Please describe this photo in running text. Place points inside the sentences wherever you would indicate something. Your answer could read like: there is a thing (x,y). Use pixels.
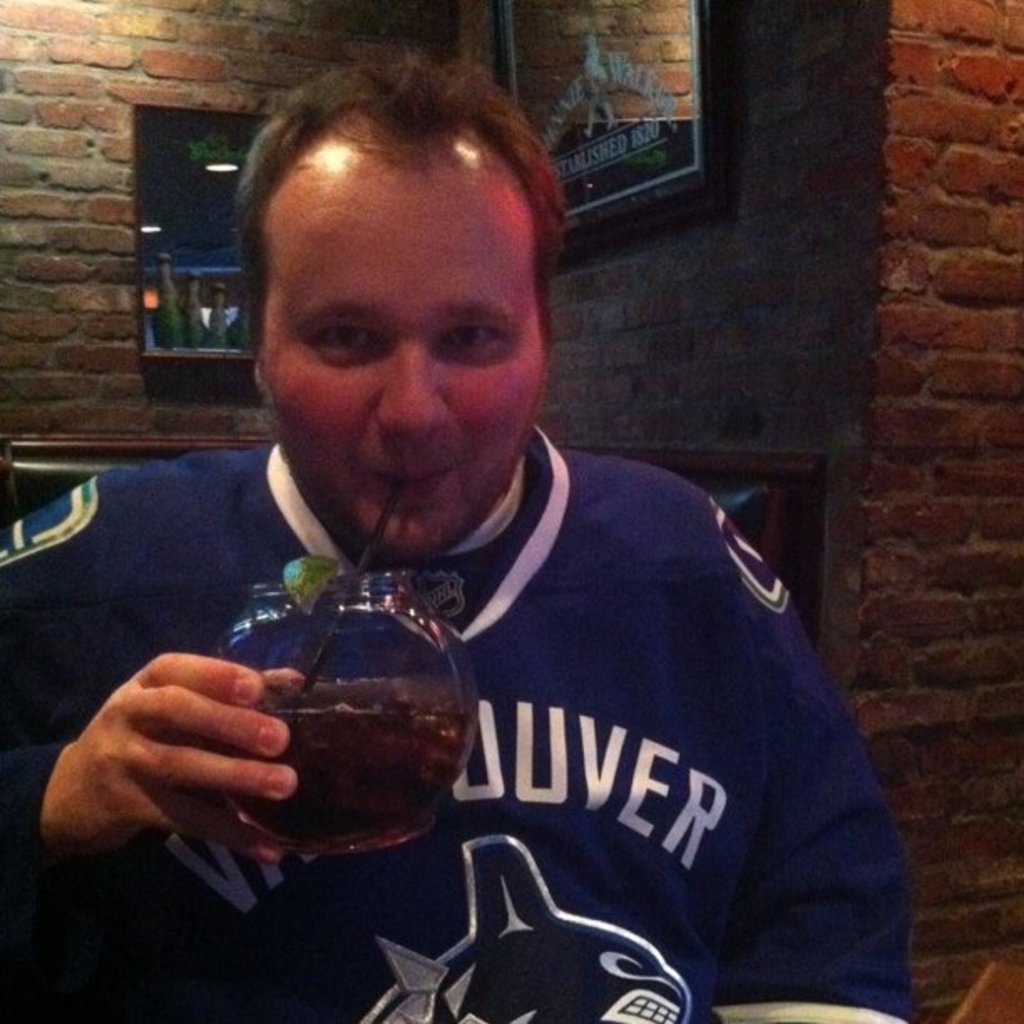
In this picture we can see a man (402,527), he is holding a glass (373,670) and he is drinking with the help of straw (346,596), behind him we can see few lights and a frame (595,183) on the wall (691,238).
